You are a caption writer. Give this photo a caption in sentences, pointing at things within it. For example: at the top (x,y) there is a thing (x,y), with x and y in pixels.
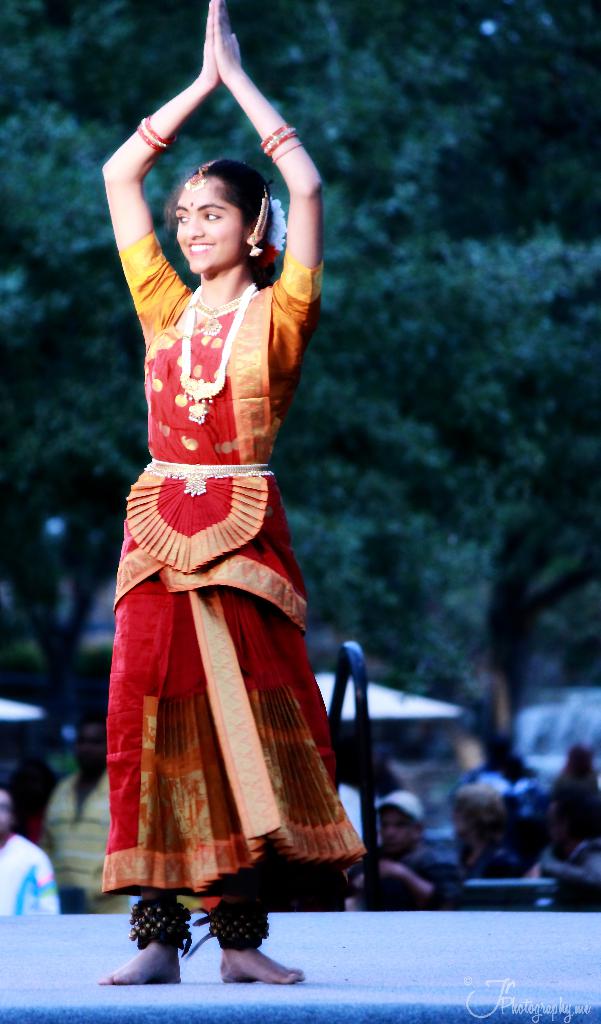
In this image there is a woman (203,761) standing. She is smiling. She is wearing a classical dress costume (216,673). Behind her there are people (98,777) standing. In the background (366,273) there are trees (53,336).
